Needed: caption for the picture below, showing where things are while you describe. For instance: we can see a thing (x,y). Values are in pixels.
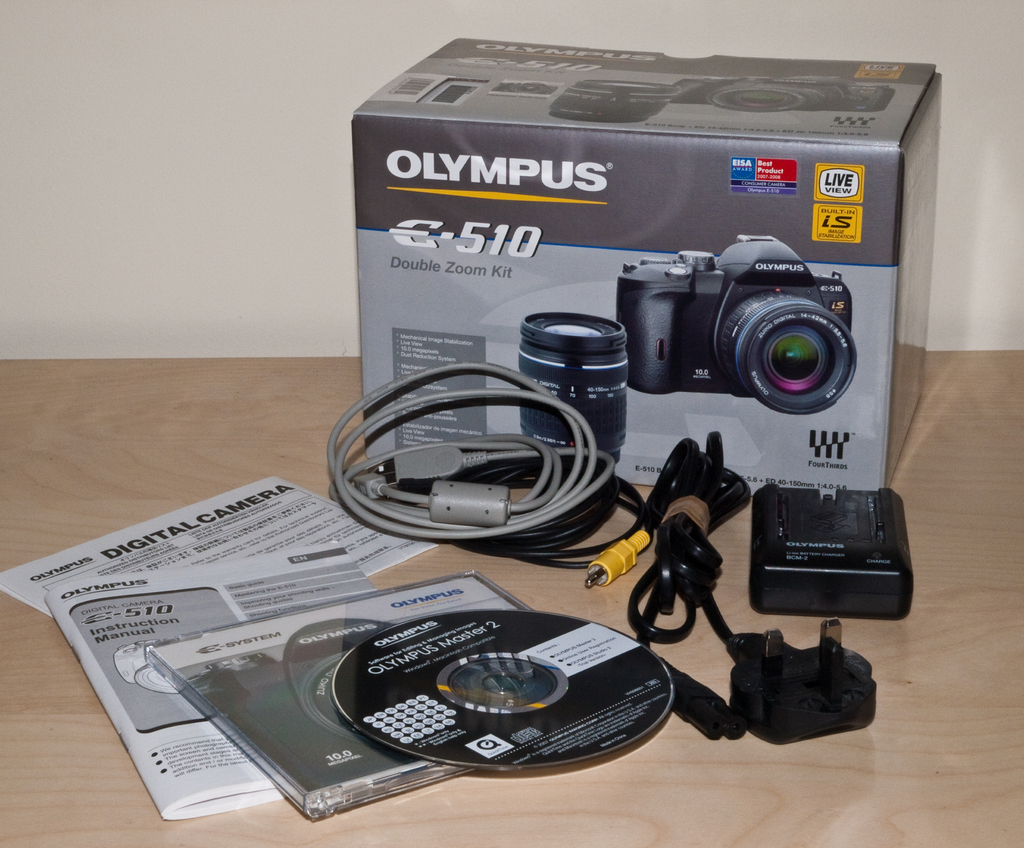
In this image a camera box (664,257) and few objects (612,506) are placed on the table (864,735).
